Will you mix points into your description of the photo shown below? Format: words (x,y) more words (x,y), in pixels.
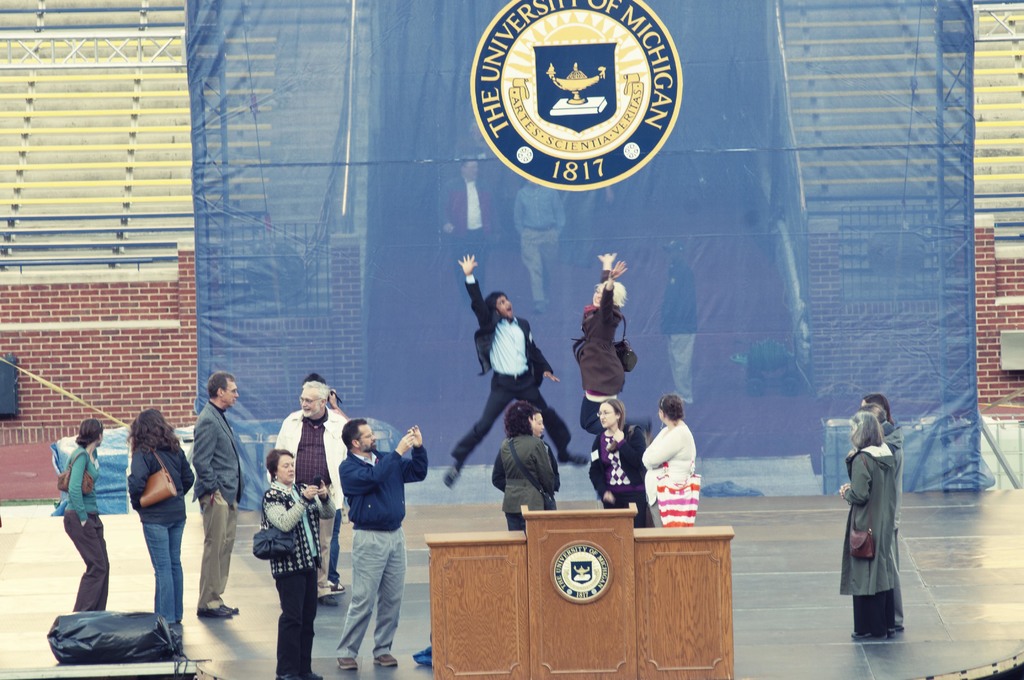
In this image there is a podium (598,569) in the middle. There are few people (883,465) standing on the stage (822,524). On the left side (333,503) there are few people (333,503) who are holding the camera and taking the pictures. In the background (609,333) there are two persons (523,343) flying in the air. Behind them there is a banner (513,153). In the background (129,115) there is a wall (90,327) and steps (85,153) above it.
